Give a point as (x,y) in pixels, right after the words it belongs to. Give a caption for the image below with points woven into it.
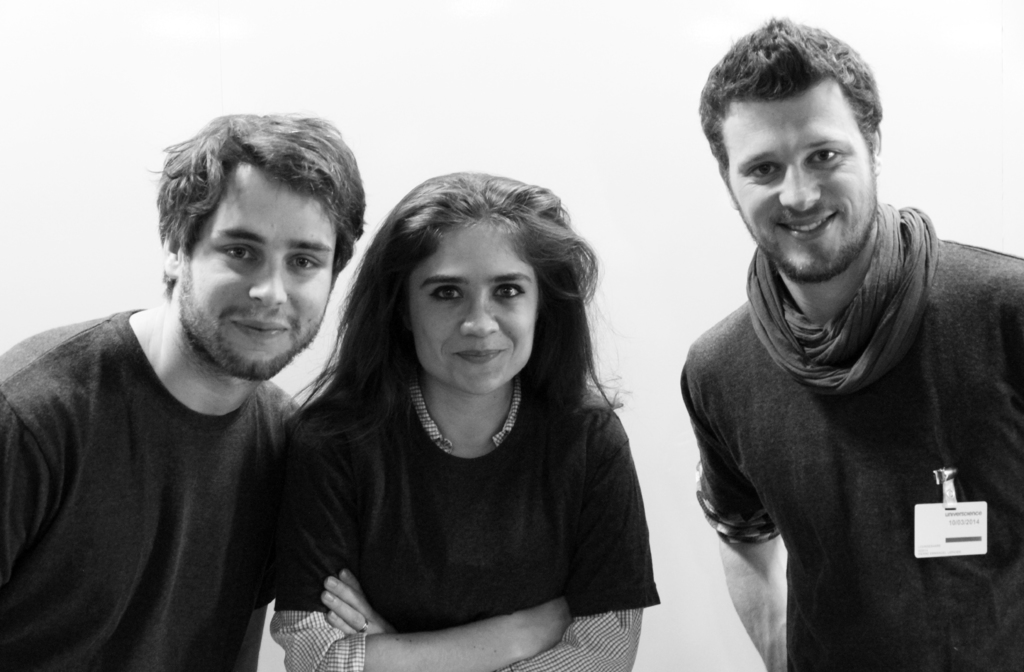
In this picture we can see two men (251,342) and a woman (457,324), they are smiling, and the right side person (815,433) wore a badge (973,533).
